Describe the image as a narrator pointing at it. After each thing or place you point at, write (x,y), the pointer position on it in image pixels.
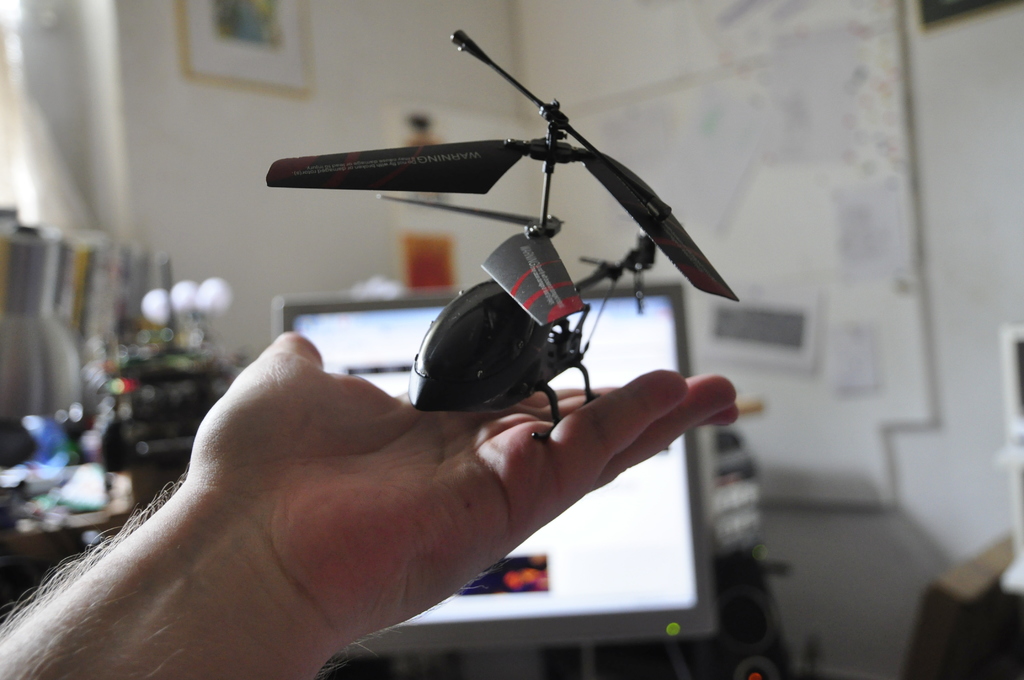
In this image we can see a person's hand (409,477) holding a helicopter toy (509,351). In the background (422,310) there is a system (559,557) and we can see things (167,446) placed on the table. In the background (852,247) there is a board (837,237) and wall frames (258,63) placed on the wall (942,452).
